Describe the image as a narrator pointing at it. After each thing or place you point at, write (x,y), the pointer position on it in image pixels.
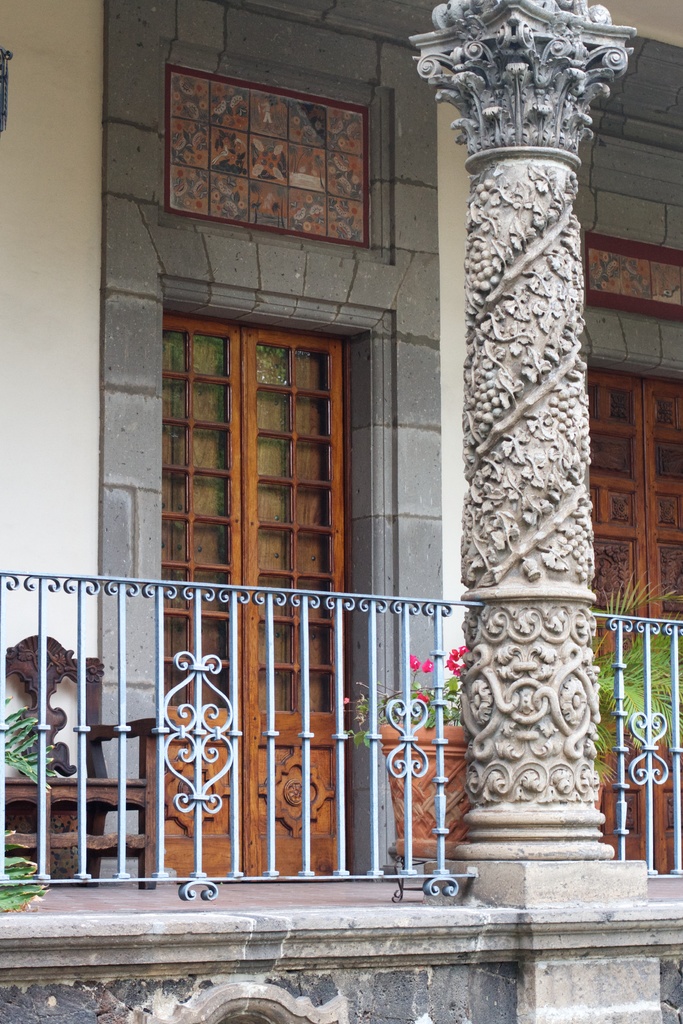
In this image we can see the pillar (466,513), flower pots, wooden chair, stone wall (365,835) and the wooden doors (169,648) in the background (376,396).
